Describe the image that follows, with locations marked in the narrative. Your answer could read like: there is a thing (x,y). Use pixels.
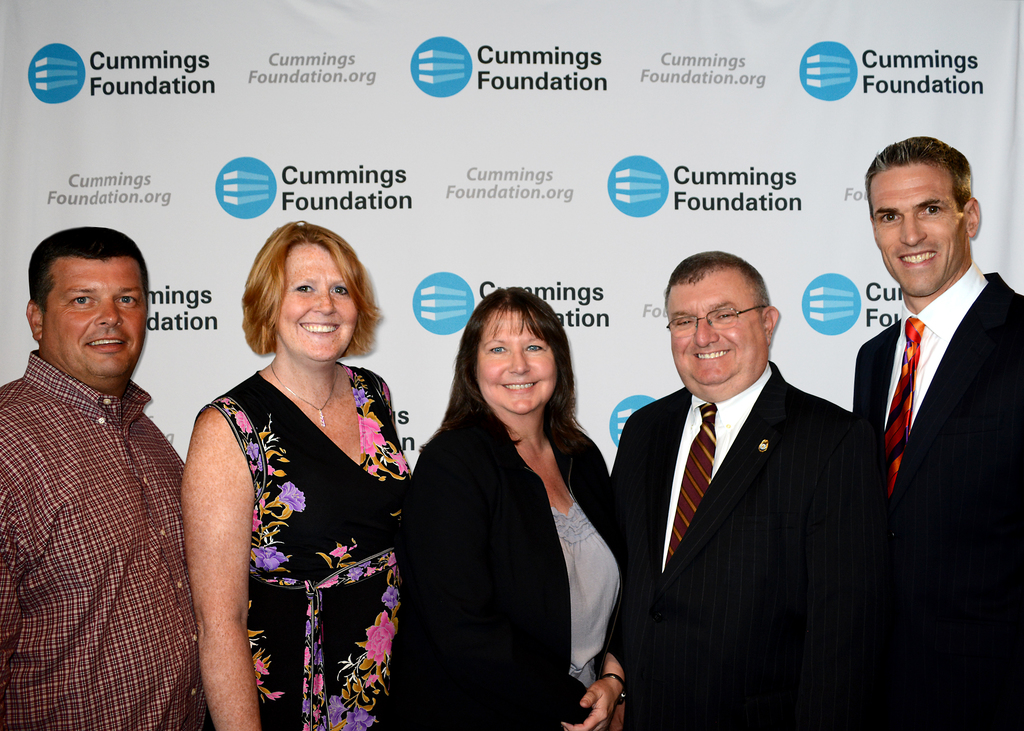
5 people (141,531) are standing. 2 people (701,500) at the right (835,529) are wearing suit (896,526). Behind them there is a poster (396,149) on which 'cummings foundation' is written.
